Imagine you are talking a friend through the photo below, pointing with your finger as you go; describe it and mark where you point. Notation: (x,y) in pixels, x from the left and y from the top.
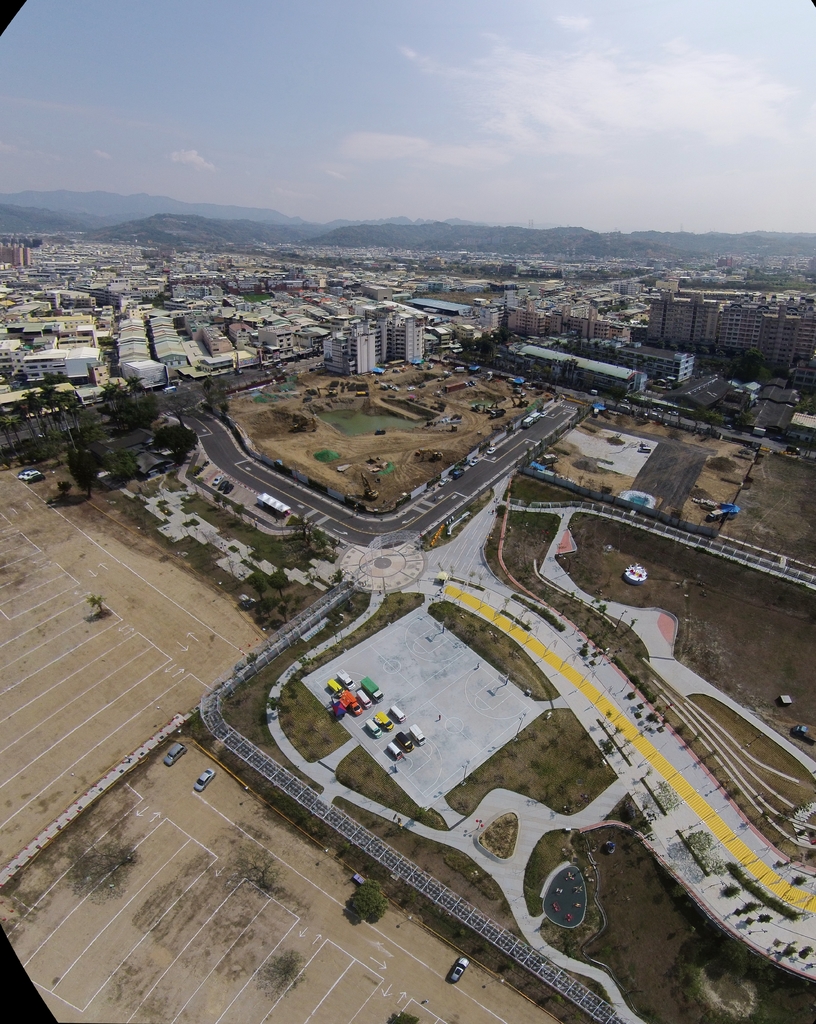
In the image we can see some buildings (395,344) and vehicles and trees (706,369) and hills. At the top of the image (286,202) there are some clouds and sky (51,18).
